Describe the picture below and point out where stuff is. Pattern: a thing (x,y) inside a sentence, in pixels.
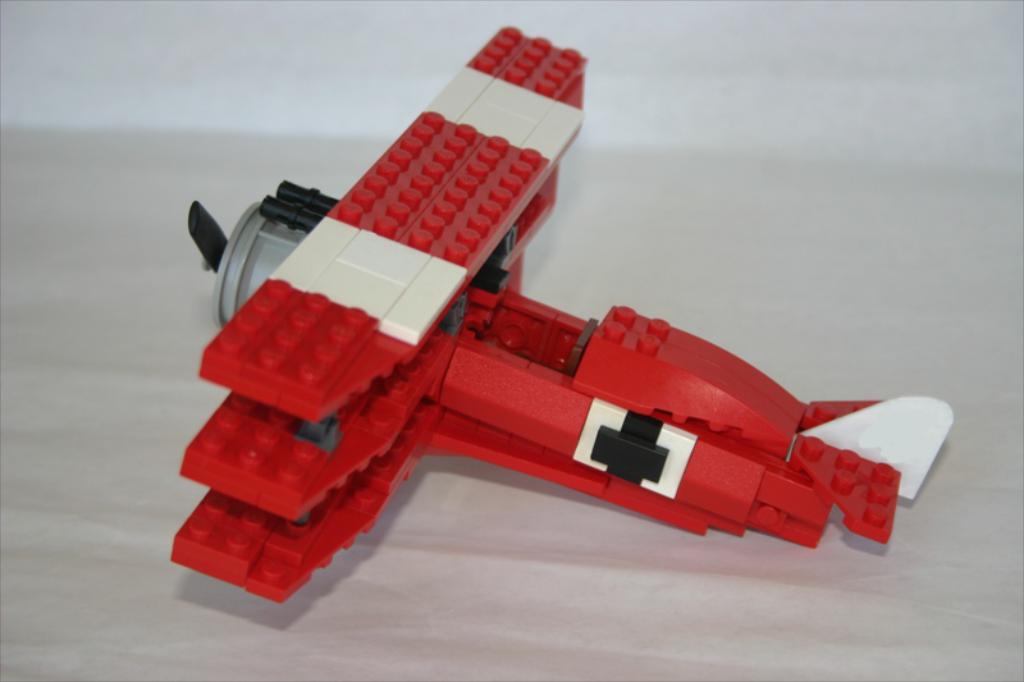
It is a toy aeroplane (443,422) in red color.
